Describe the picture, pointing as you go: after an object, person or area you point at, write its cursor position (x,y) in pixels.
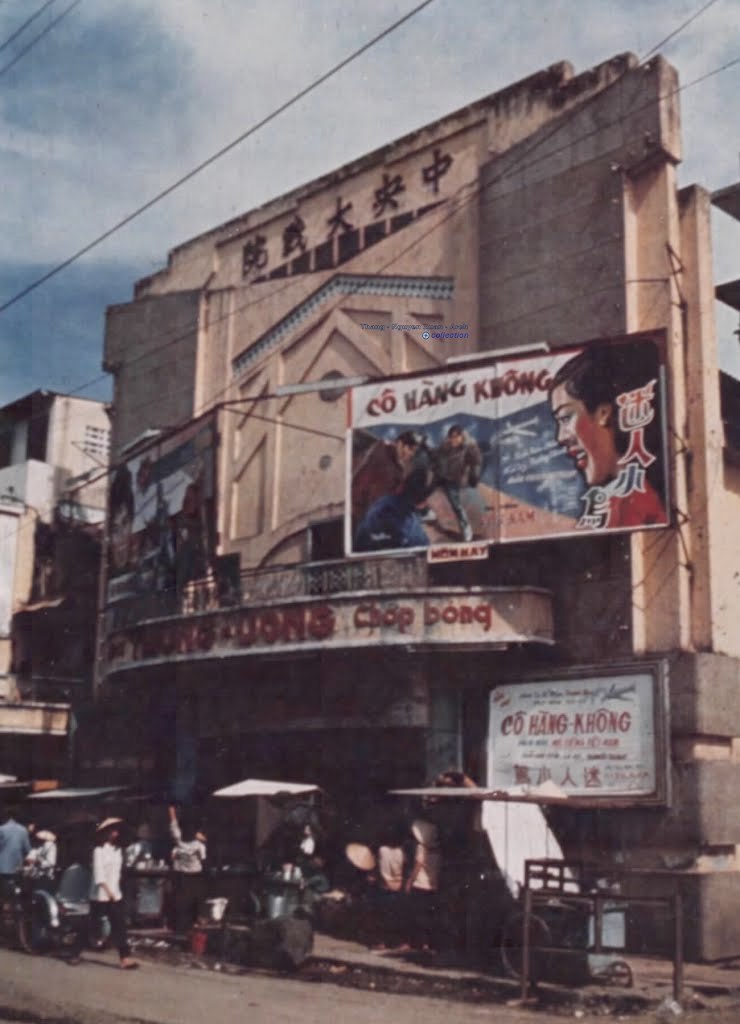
In this picture I can see there is a building (608,153) here and it has some banners (537,430) and there are few people (125,949) walking on the road (257,993) and there are some electric cables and the sky (127,172) is cloudy.
